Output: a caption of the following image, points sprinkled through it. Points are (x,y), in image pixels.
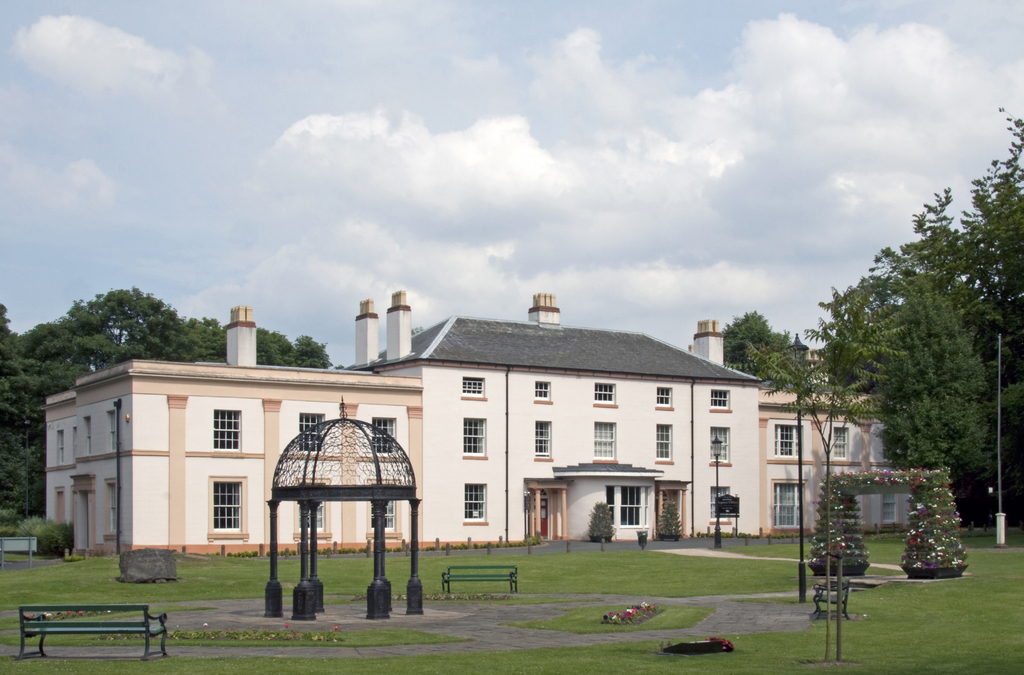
In this image we can see a white color building (834,460). In front of the building (709,482) grassy land (894,542), benches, plants (845,529), poles (999,348) and one black color shelters (382,561) are there. Right side of the image (920,368) and behind the building (732,439) trees (946,303) are present. Top of the image (184,92) sky (557,110) is covered with clouds (485,209).
